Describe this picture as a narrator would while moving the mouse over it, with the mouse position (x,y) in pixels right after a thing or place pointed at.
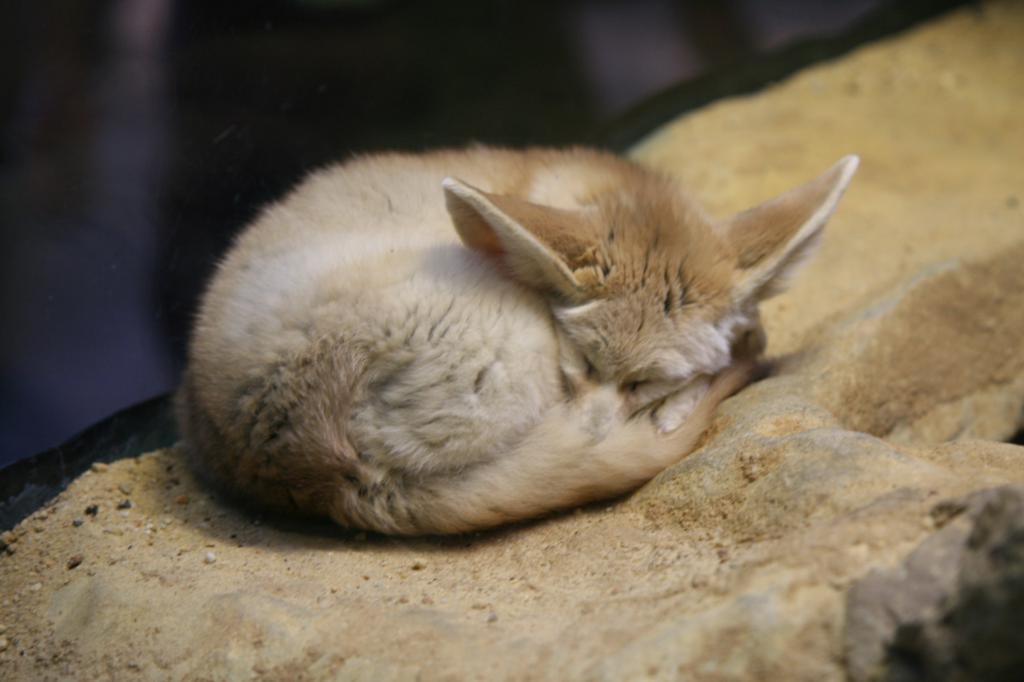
In this picture, we see an animal (435,325) which looks like a fox (526,339). At the bottom (617,604), we see a rock (585,589). In the background (139,363), it is black in color.
